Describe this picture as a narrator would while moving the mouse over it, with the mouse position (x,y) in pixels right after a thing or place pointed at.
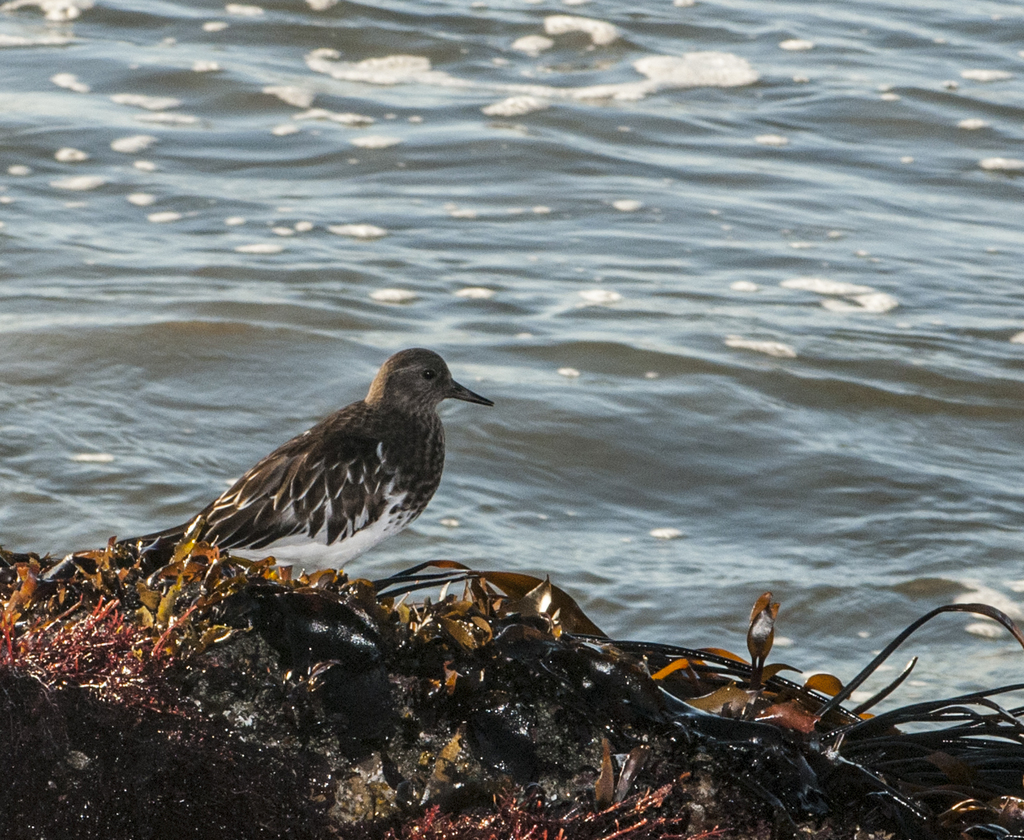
In the image there is a bird (271,481) standing on the leaves (558,642) in the foreground (529,678) and behind the bird (275,496) there is a water surface (478,182).
